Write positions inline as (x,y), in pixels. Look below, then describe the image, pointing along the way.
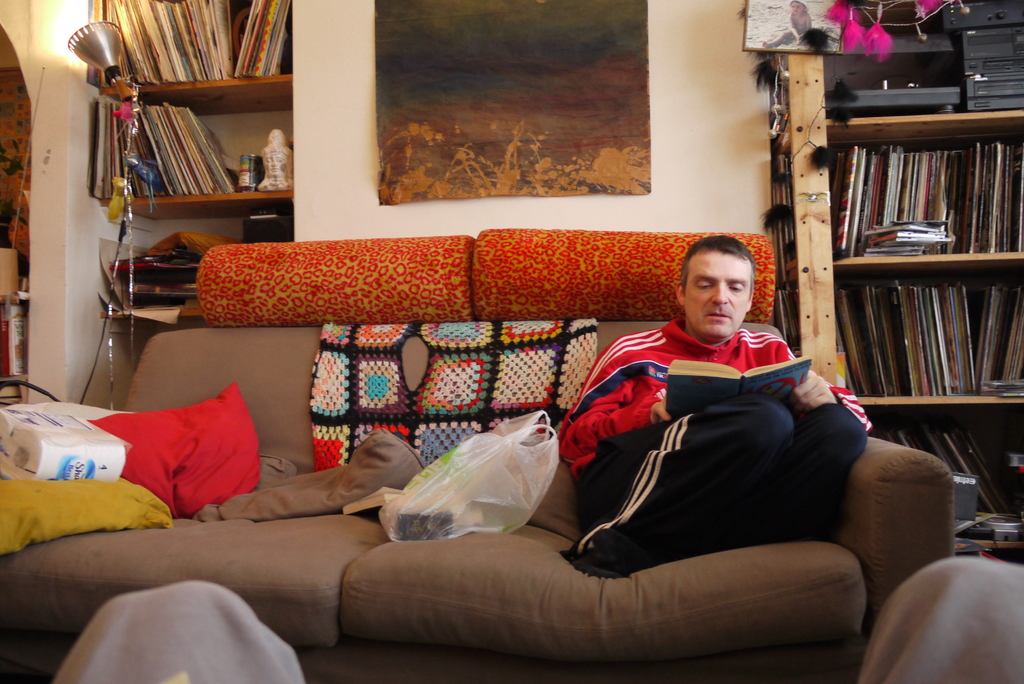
He is sitting like squat position on a sofa (710,566). He is holding a book (734,377) and he is reading a book (722,389). On the right side (855,264) there is a cupboard (872,279). There is a books (940,346) on a cupboard (942,282). On the left side (169,83) there is a another cupboard (170,96). There is a books (105,143), pages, files (187,179) on a cupboard (170,198). We can see in background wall (194,224), lamp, poster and photo frame (778,40).
